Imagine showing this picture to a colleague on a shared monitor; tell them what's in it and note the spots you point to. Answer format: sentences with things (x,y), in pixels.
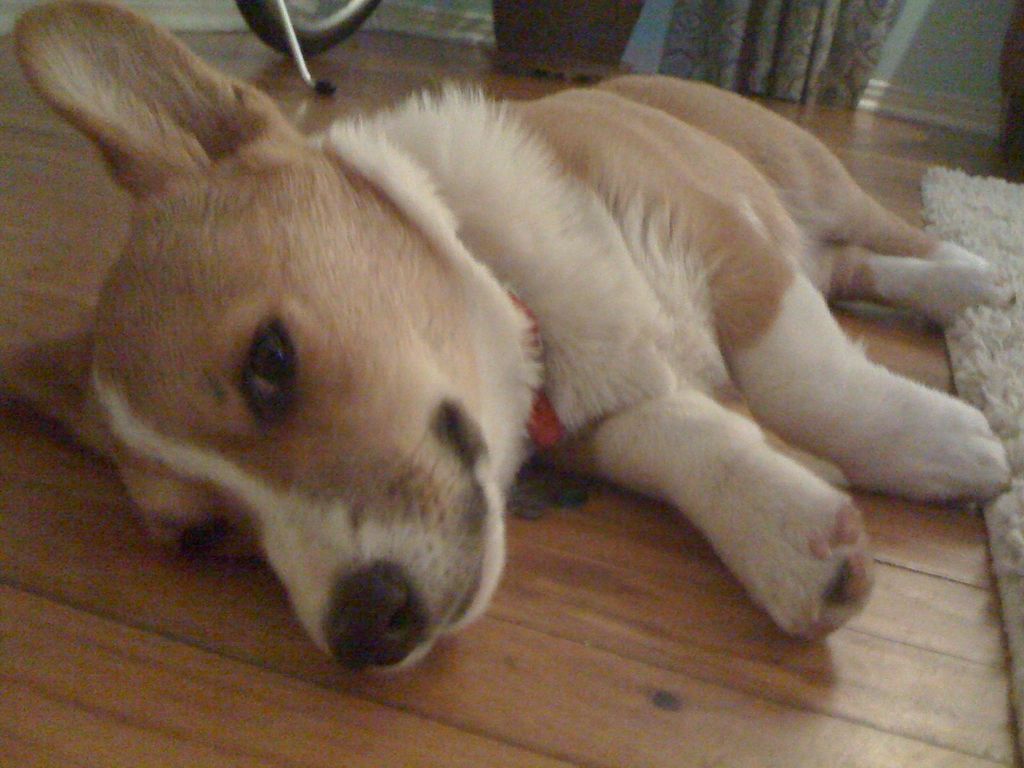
This picture shows a dog (311,147) laying on the floor (966,588) and we see a carpet (972,383) on the side and a curtain (749,74). We see a locket (525,477) in its neck (547,329). The color of the dog (547,329) is white and Brown.
